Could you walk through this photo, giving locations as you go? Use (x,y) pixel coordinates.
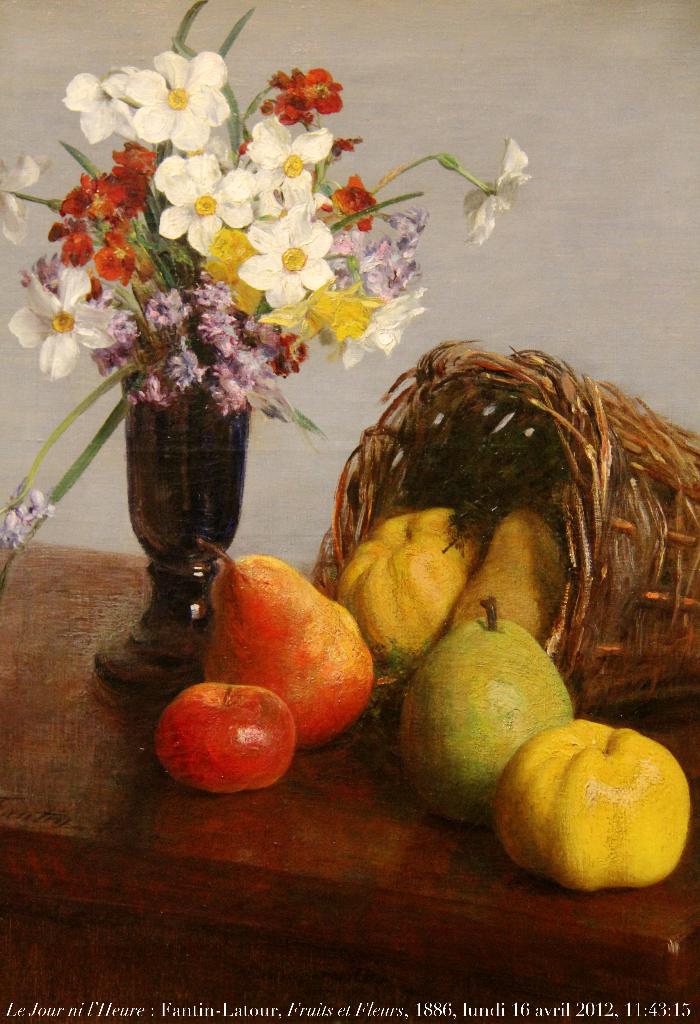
In this image I can see few fruits (600,886) in yellow, green and red color and the fruits (326,684) are on the brown color surface (337,787) and I can see few flowers (318,295) in multi color. Background (538,303) the wall (509,250) is in white color.
